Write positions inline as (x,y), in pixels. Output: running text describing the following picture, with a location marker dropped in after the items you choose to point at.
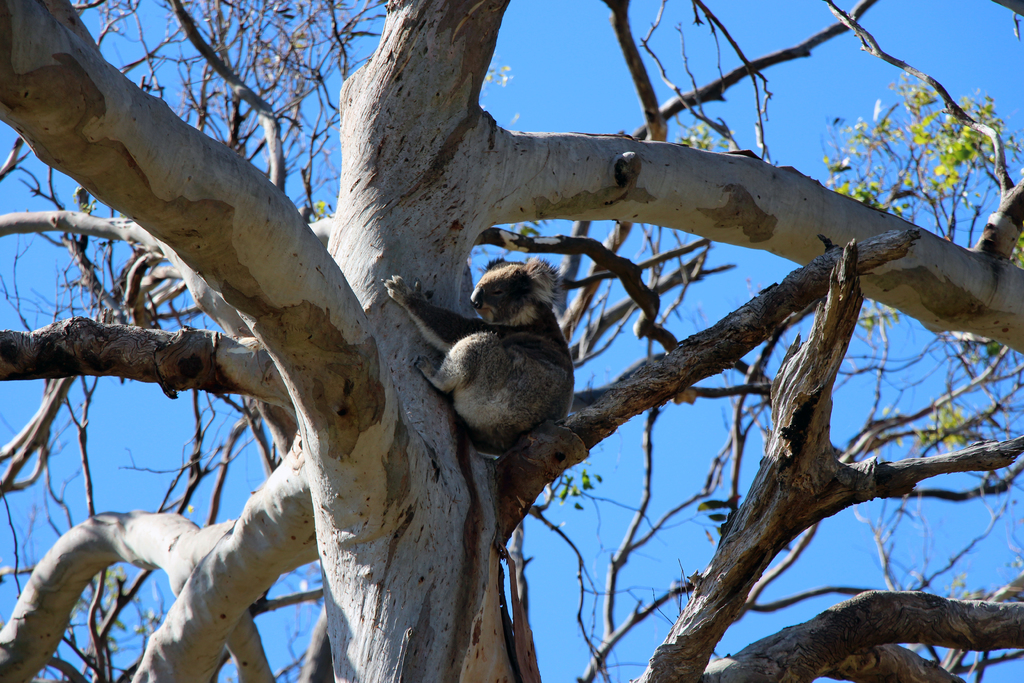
In this picture I can see an animal (510,404) is sitting on a tree (308,335). In the background (625,112) I can see the sky (607,287).
